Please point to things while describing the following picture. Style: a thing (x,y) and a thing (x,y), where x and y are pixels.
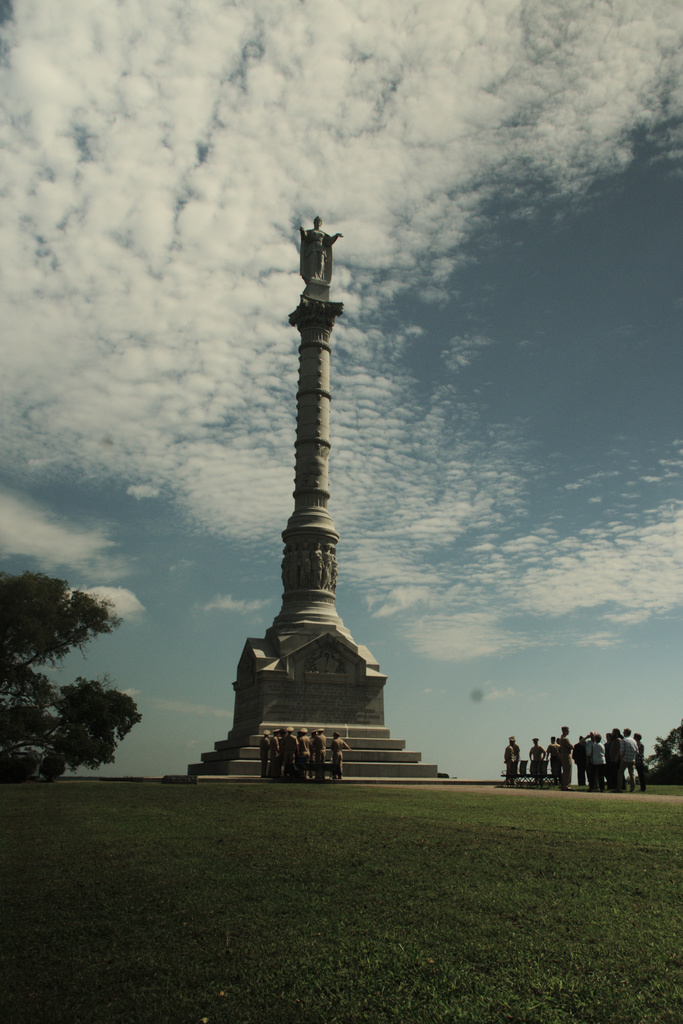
In this image I can see few stairs (384,743), a building (349,681) and on it I can see huge pole (305,402) on which I can see a statue (320,265) of a person (320,265). I can see number of persons (589,759) are standing on the ground (648,788), few trees (117,737) and in the background (60,383) I can see the sky (246,347).
